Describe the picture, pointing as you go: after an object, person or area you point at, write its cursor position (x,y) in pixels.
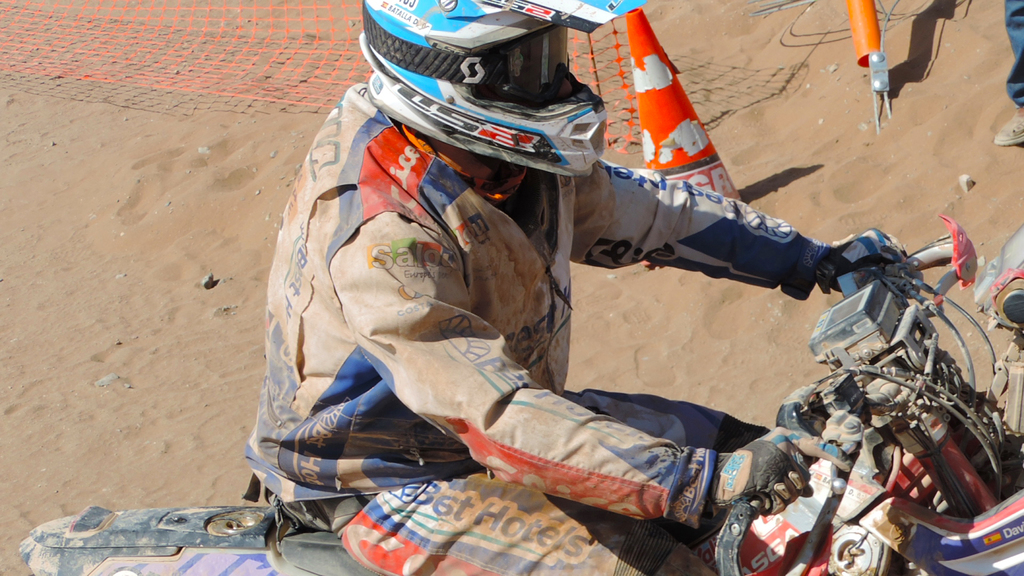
In the foreground of the image (456,401), there is a man (456,334) wearing coat (456,446) and helmet (509,109) is sitting on a motor bike (214,545). In the background (201,180), there is sand (246,137), net (286,36), traffic cone (654,108), few objects (864,59) and the person's leg (1020,56).
